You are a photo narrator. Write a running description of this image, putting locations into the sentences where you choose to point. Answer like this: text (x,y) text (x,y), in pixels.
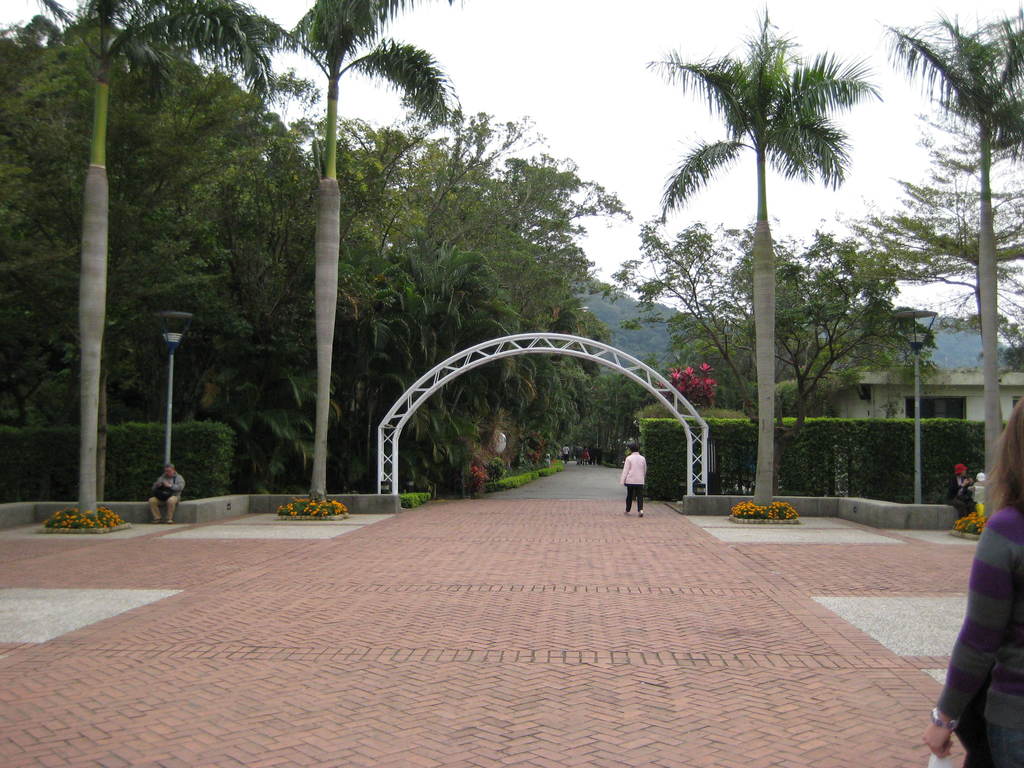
In this image in the front (963,633) there is a woman (980,634). In the center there are persons (156,521) sitting and there is a person (635,487) walking, there are trees (330,353) in the background (364,349), there are poles (917,395), plants (851,448) and there is a wall (1004,404) and there are mountains (968,346) and there is a metal arch (400,432) and the sky (615,82) is cloudy.
